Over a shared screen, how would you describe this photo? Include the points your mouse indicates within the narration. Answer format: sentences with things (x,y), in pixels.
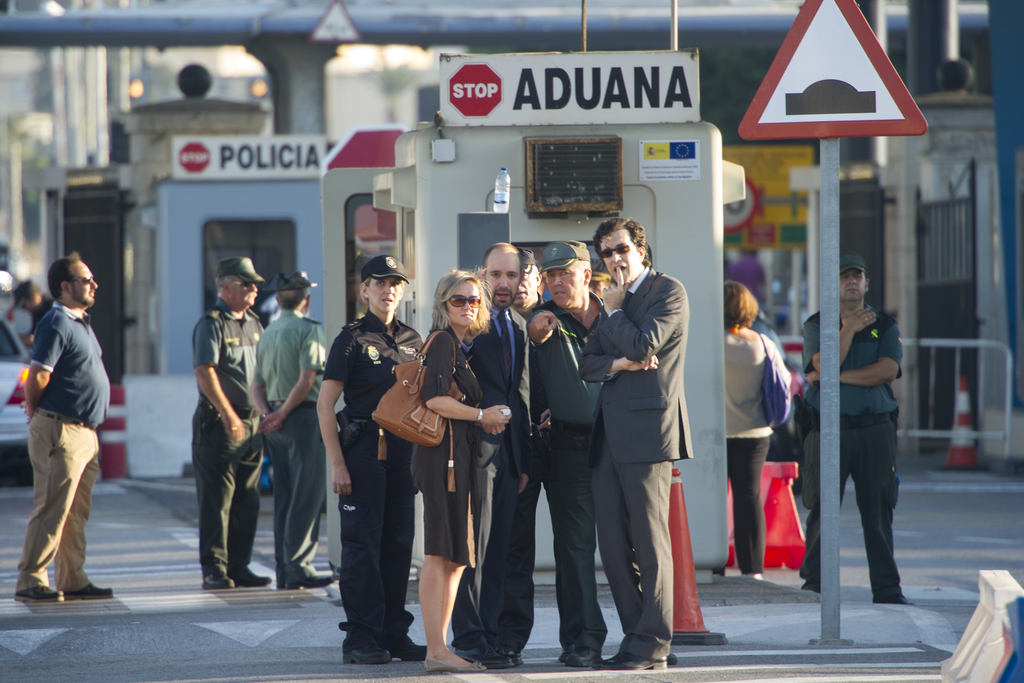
This picture describes about group of people (507,348), few people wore caps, behind them we can see barricades (783,501), buildings (712,561), vehicles (1,341) and fence (950,321), on the right side of the image (752,104) we can see a sign board (823,78) and we can find blurry background (83,80).
